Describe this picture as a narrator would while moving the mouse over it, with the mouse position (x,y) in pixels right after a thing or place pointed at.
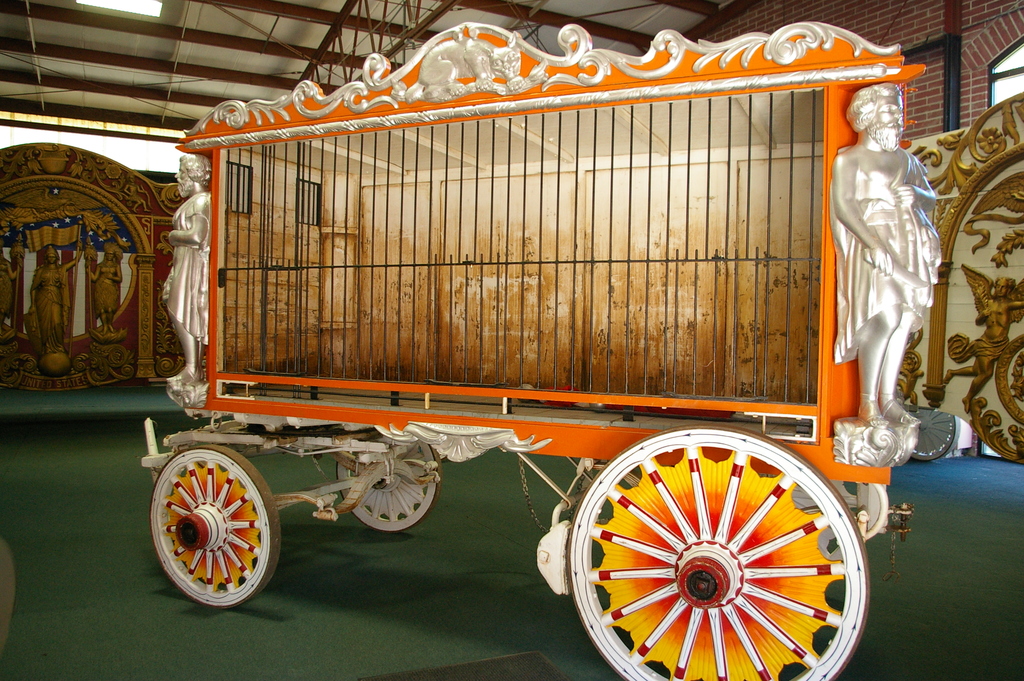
In this image we can see a cart (511,356), beside that we can see statues (908,165), we can see the brick wall (985,34), at the top (291,48) we can see a ceiling (334,18) with metal frames (330,21). And we can see the floor (85,564).
